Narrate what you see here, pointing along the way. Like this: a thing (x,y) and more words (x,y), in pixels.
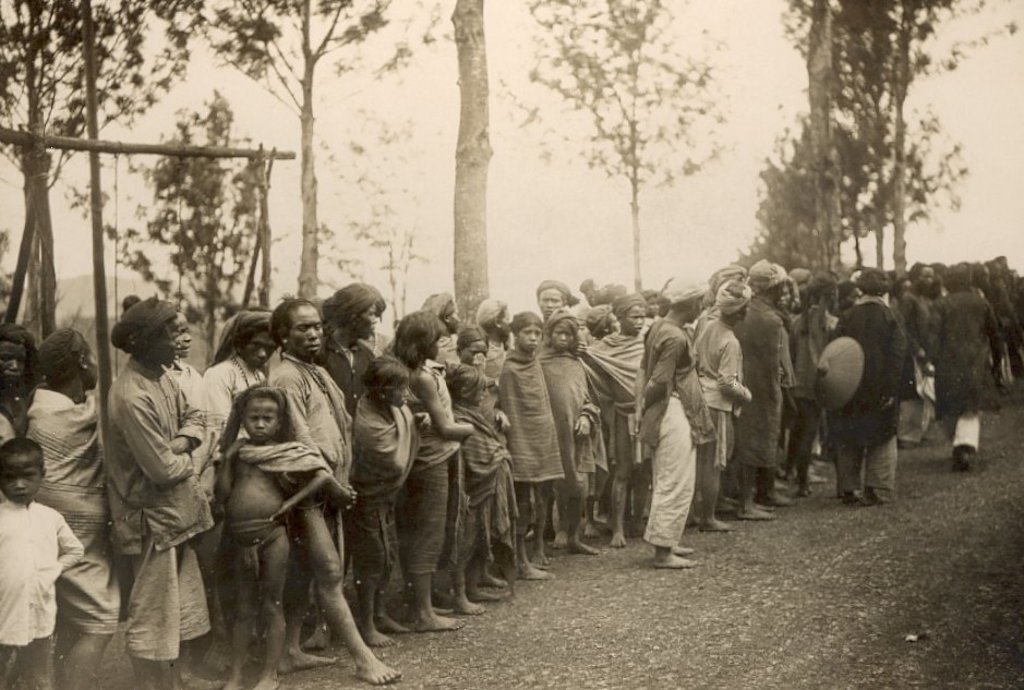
In this picture there are group of people (621,356) standing and there are two people (867,425) walking. At the back (921,78) there are trees (164,181). At the top (735,26) there is sky (751,10). At the bottom (536,618) there is ground (483,656).
